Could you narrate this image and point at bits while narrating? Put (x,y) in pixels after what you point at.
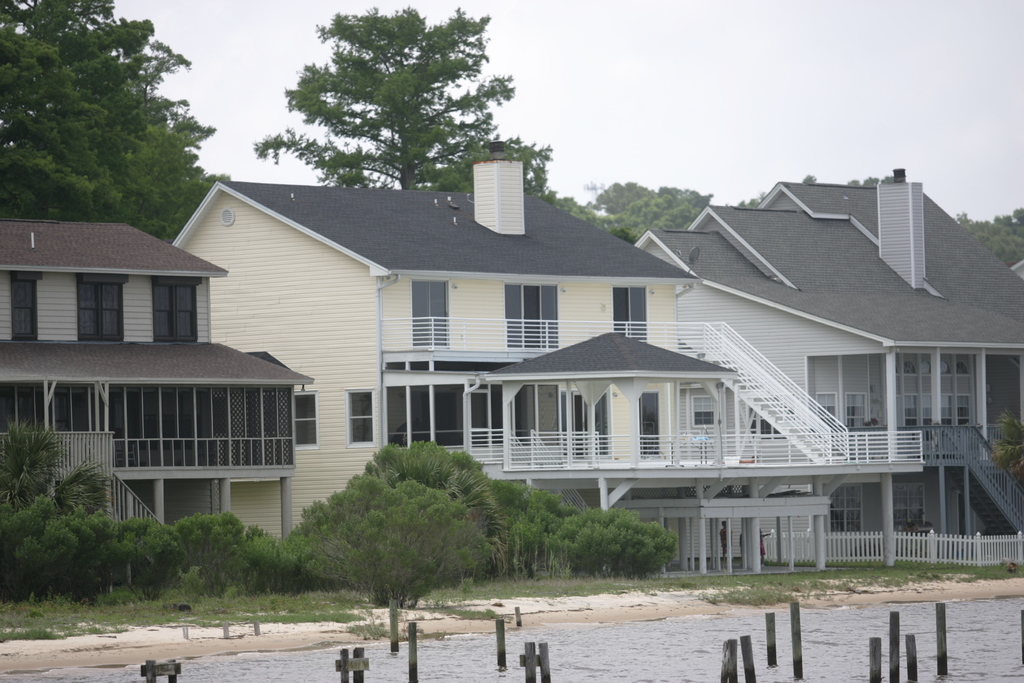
In this picture we can see houses (548,321), there are some trees (417,156) in the background (23,105), it looks like water (697,658) at the bottom (626,673), we can see grass (295,611) and plants (355,554), there is the sky (669,45) at the top of the picture (635,16).
